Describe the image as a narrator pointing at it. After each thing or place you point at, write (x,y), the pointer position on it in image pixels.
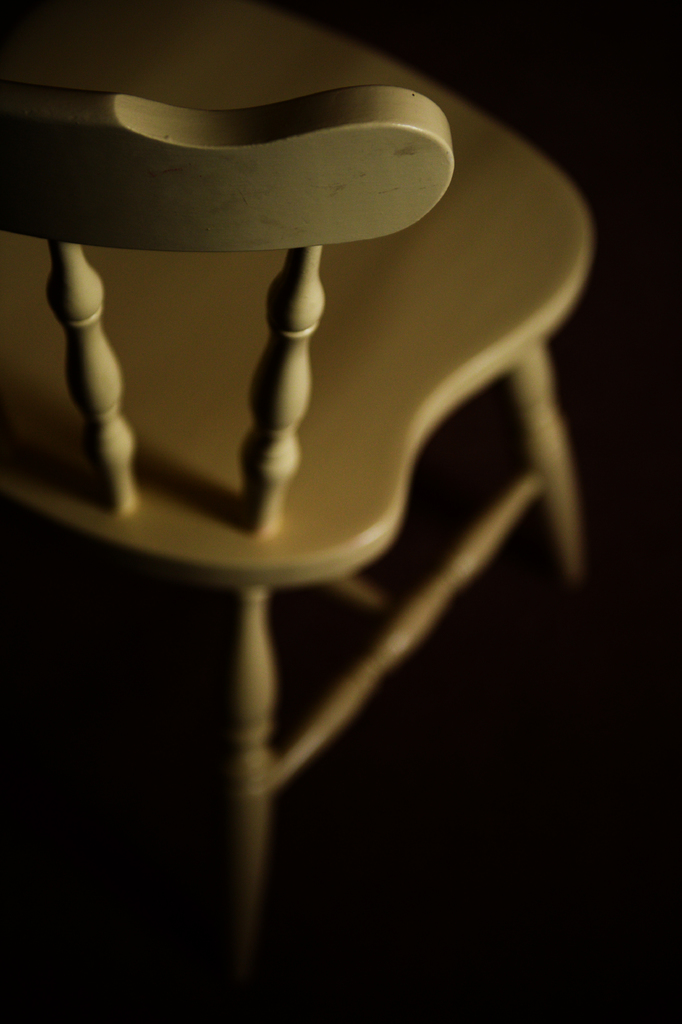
In this image I can see a white chair (292,504).
